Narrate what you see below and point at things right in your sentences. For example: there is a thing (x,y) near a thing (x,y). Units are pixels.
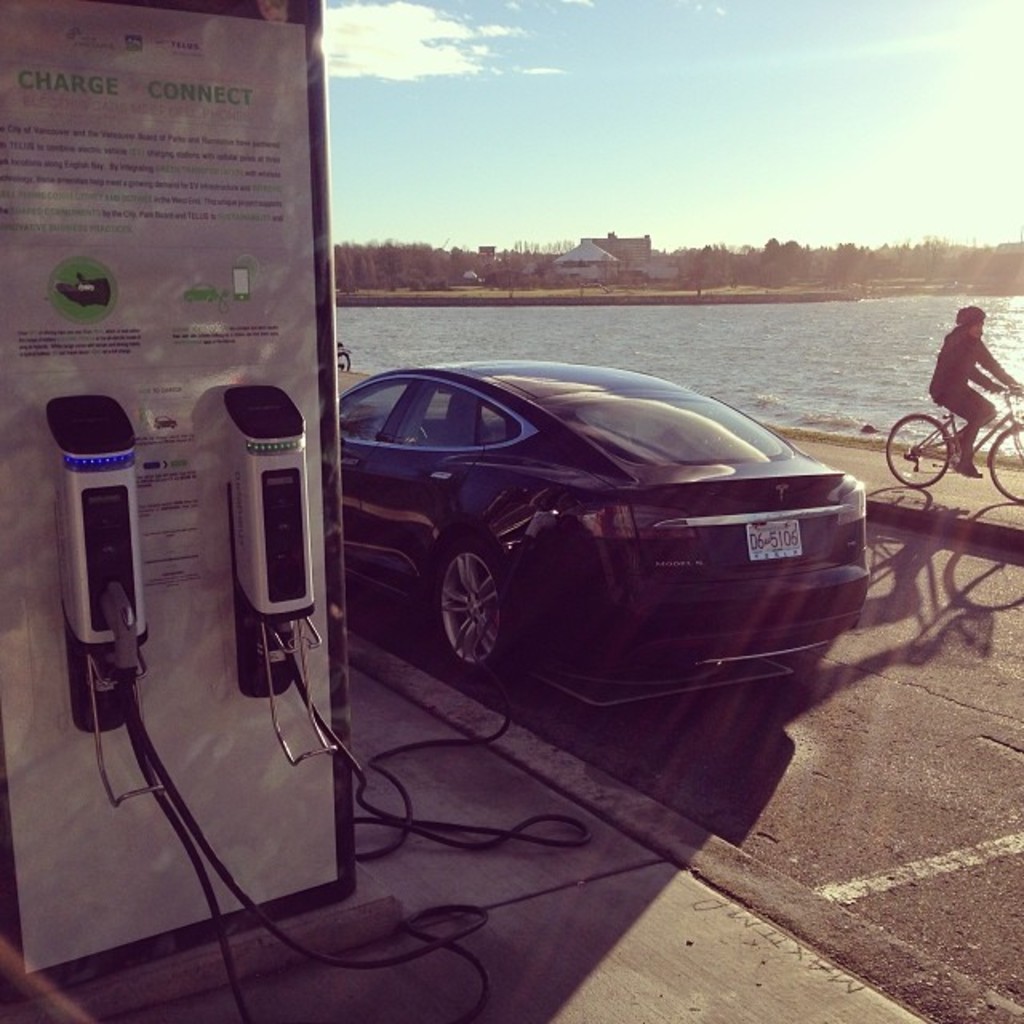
In this image we can see there is a car (346,569) on the road (1009,704), behind that there is a person (959,414) riding bicycle (967,468) on the bank (980,483) of river (523,329), also there are trees (519,282) and buildings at back (529,270). And there is a board (145,521) with charge connection (265,669).
